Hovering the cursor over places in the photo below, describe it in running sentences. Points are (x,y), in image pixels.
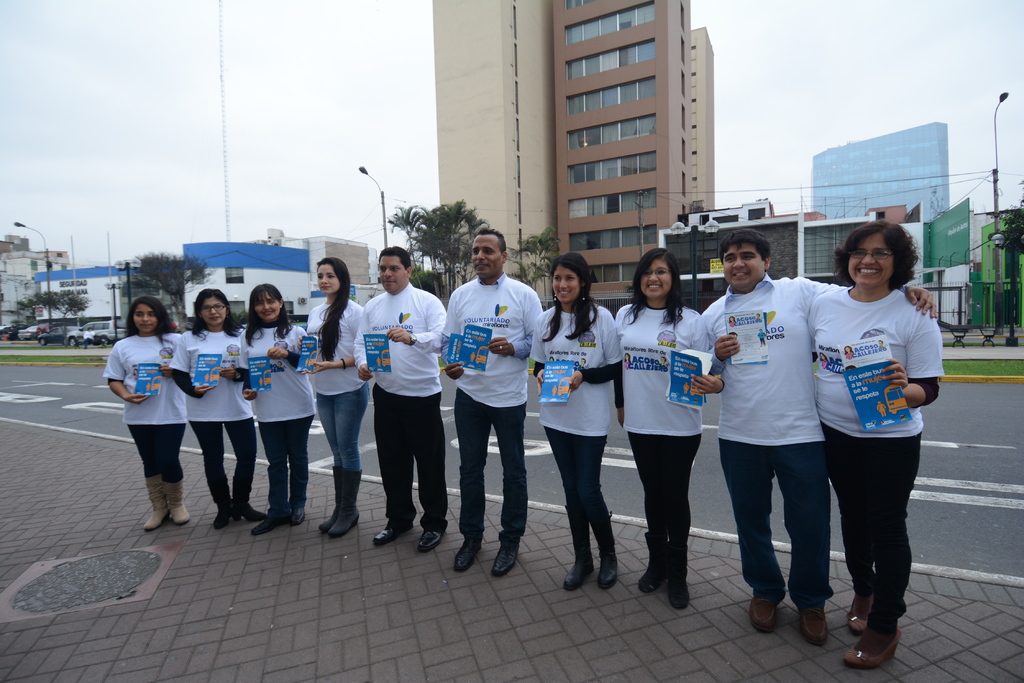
In this image we can see group of persons (357,397) standing on the road (362,564). In the background (1004,278) there are buildings (506,197), trees (525,261), poles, fencing (937,292), tower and sky (136,82).
